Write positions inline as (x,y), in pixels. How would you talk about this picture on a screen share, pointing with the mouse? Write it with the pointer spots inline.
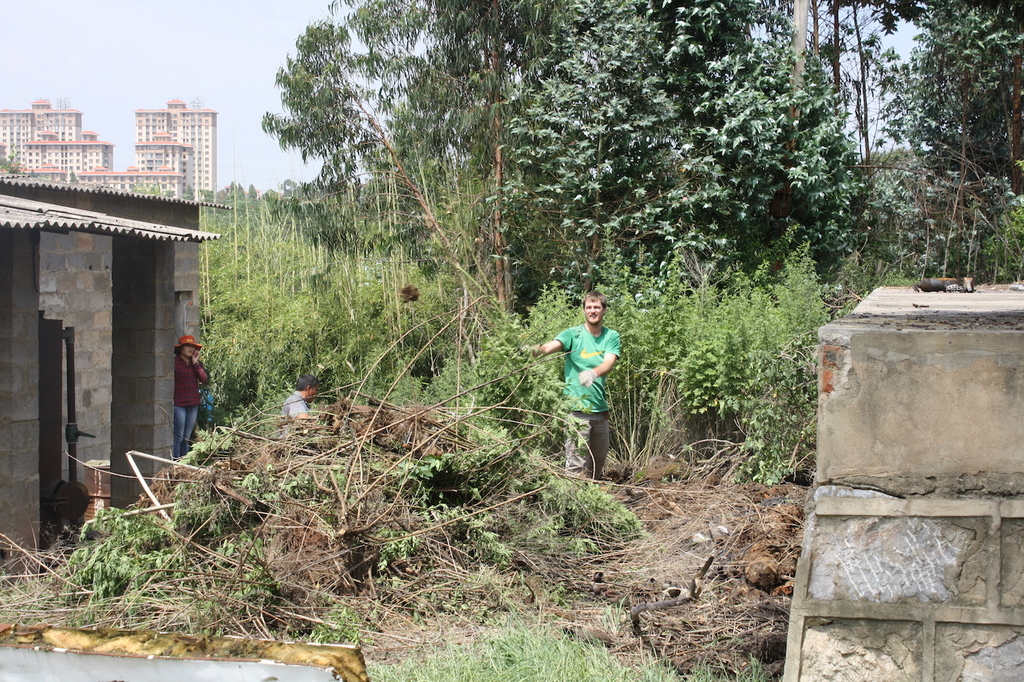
In this image there are trees (483,285), buildings (149,133), persons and in the front (970,508) on the right side (931,506) there is a wall (919,473) and the sky (256,56) is cloudy and there is grass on the ground (679,589) and there are shelters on the left side (173,434).
